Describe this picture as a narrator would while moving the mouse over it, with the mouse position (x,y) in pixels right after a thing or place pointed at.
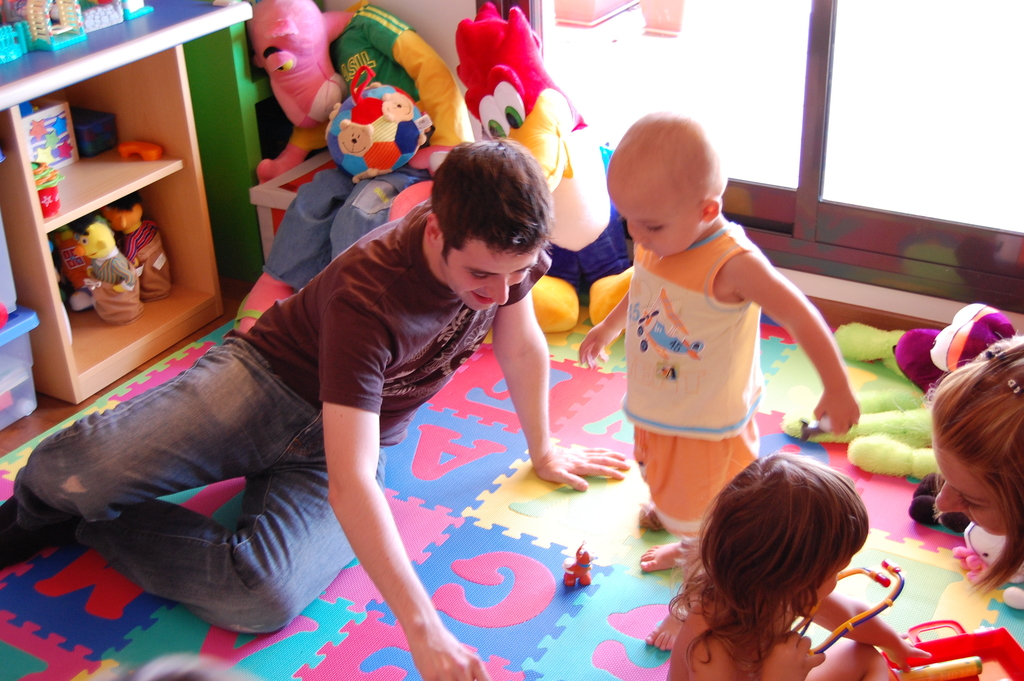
In this picture I can see a man (446,203), a woman (1015,537) and 2 children (645,363) in front (684,363) and I see number of soft toys (615,269) in the background (372,133). On the left side of this picture (191,138) I can see the racks (130,135) and on the racks (17,202), I can see few more toys (141,14). I can also see that, the child (703,635) on the right (777,556) is holding a thing (850,619).
